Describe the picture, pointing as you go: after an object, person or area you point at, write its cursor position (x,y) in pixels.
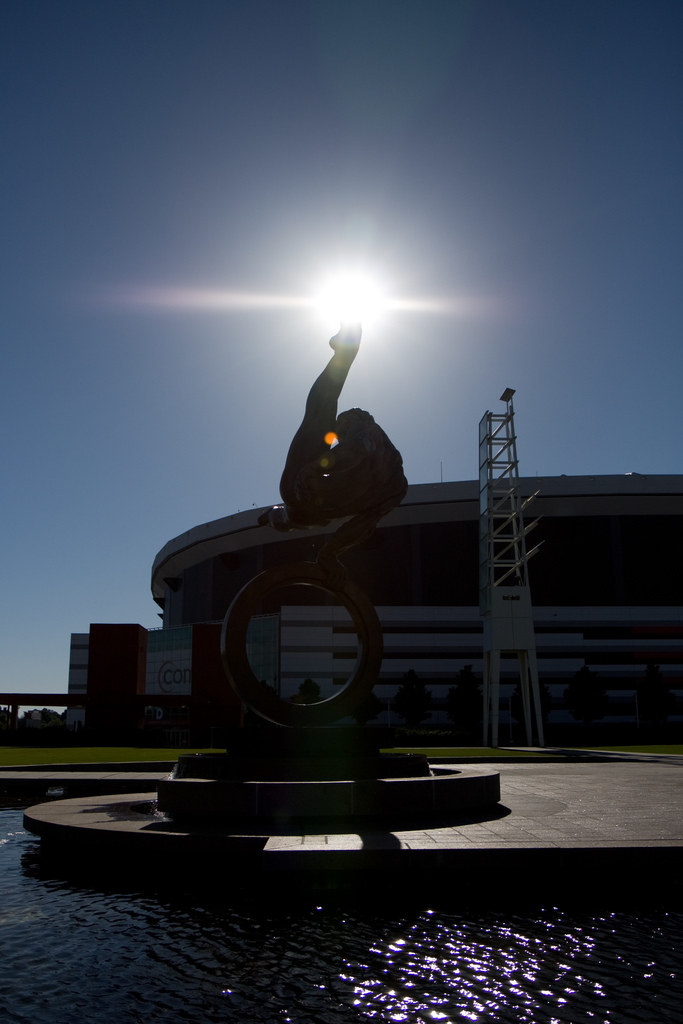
In this image there is water (322,962) at the bottom (346,958). Beside the water (264,936) there is a land (547,838) on which there is a statue (324,586). In the background (542,590) there is a building (499,549). At the top (377,285) there is sun (324,301). In front of the building (641,535) there is a tower (483,532).
